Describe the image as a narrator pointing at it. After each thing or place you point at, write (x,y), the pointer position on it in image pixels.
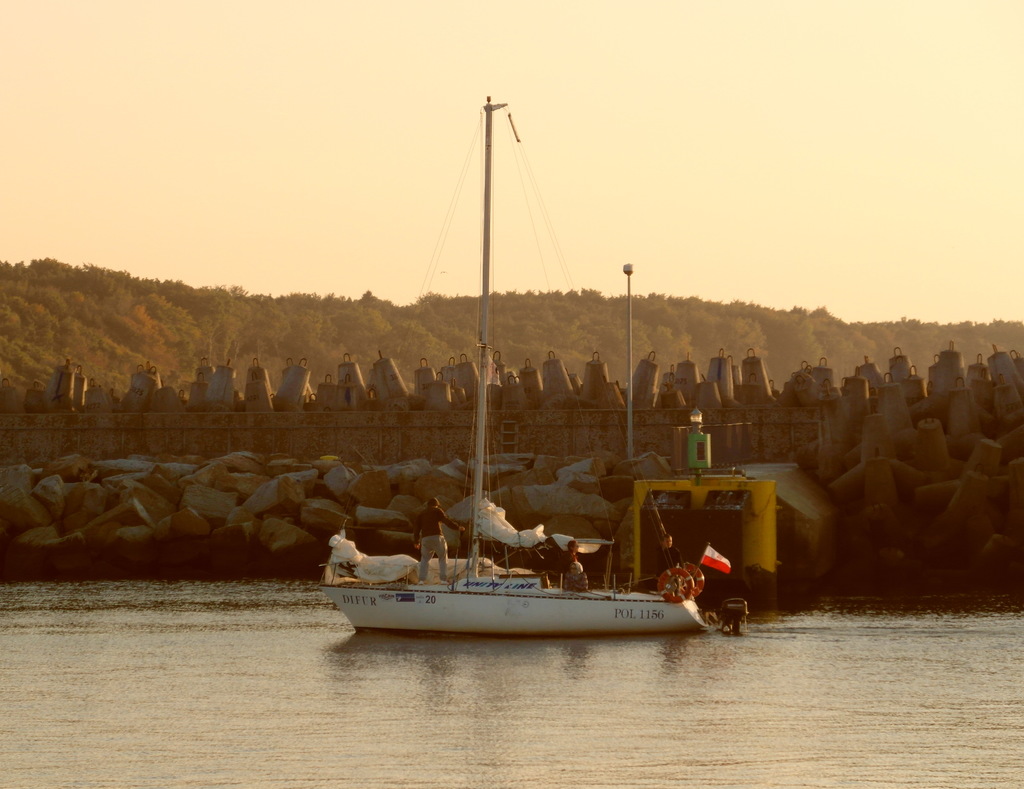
In this image we can see people (426,519) are in the boat (514,596). The boat (435,622) is on the surface of water (469,651). Background of the image (163,321) pole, yellow color thing (749,521), some stone like big rocks (119,469) and trees (365,350) are there. At the top of the image (407,105) sky (359,110) is present.
